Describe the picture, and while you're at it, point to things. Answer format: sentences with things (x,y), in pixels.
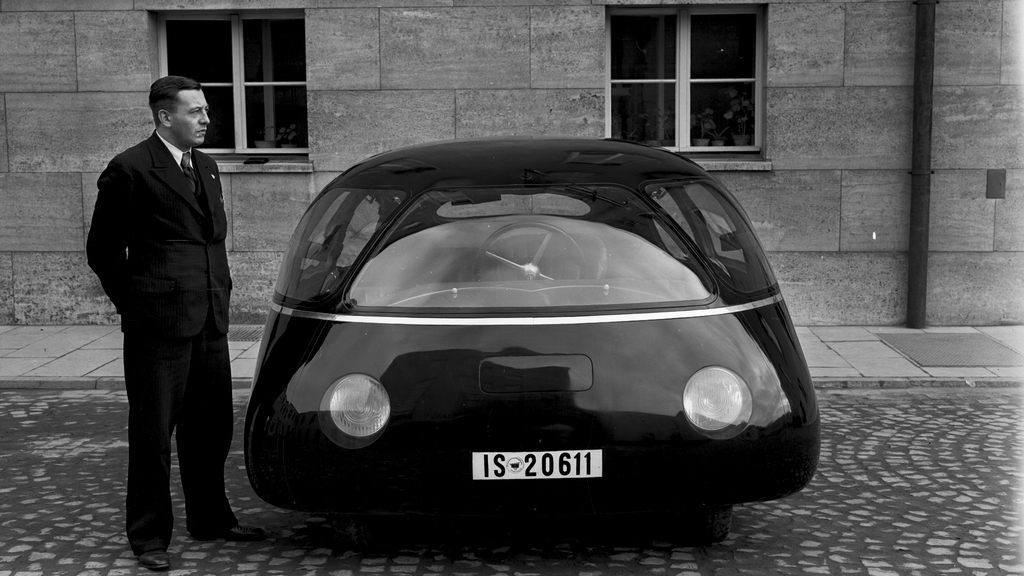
This image consists of a car (431,421) in black color. On the left (181,291), we can see a man (166,290) standing and wearing a suit (148,291). At the bottom (778,538), there is a road (23,550). In the background (463,107), there is a building (543,124) along with the windows (688,127).
